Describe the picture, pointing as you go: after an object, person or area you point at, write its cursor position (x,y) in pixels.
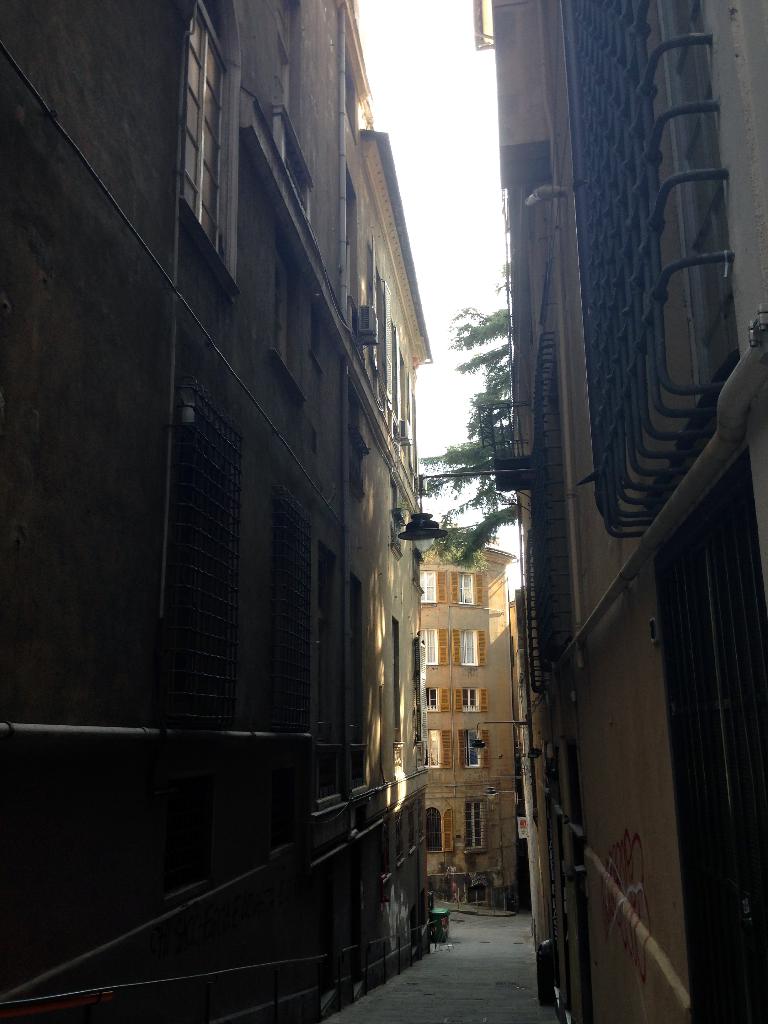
In this image we can see buildings (555,316) on the either side. In the background (452,340), we can see trees (480,321) and the sky (422,30).
